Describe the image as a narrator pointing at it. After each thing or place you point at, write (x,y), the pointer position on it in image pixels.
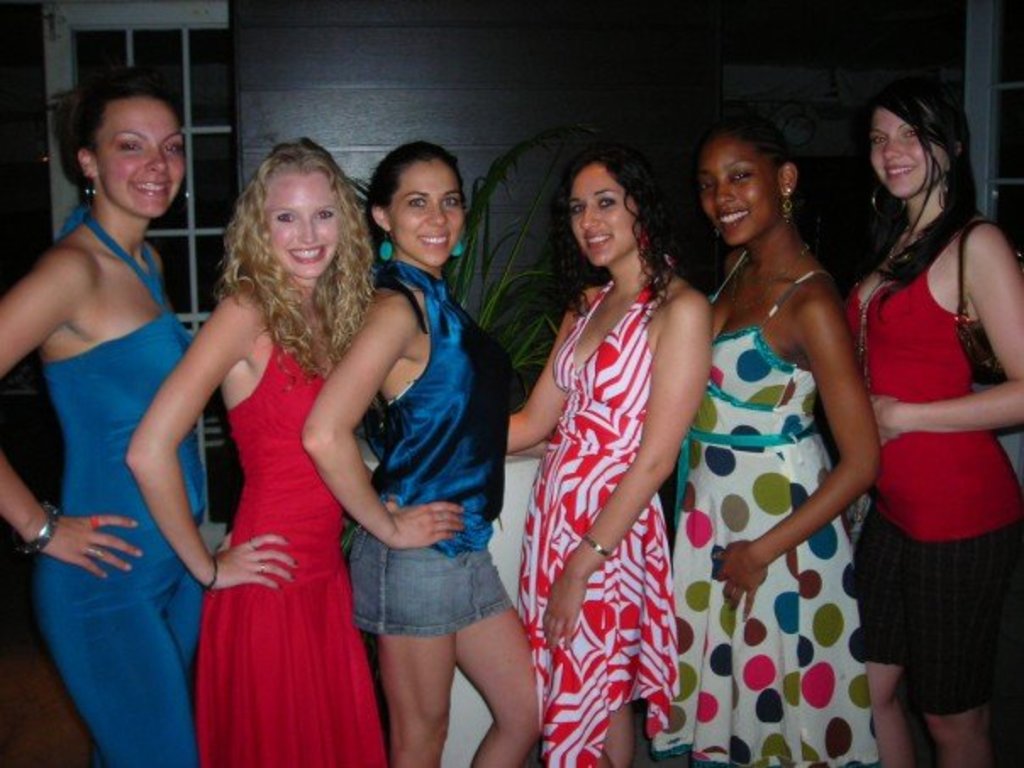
In the foreground of this image (462,492), there are women (974,492) standing and posing to the camera. In the background (415,106), there is wall (519,186), plants (520,239), door (197,22) and the window (987,71).
